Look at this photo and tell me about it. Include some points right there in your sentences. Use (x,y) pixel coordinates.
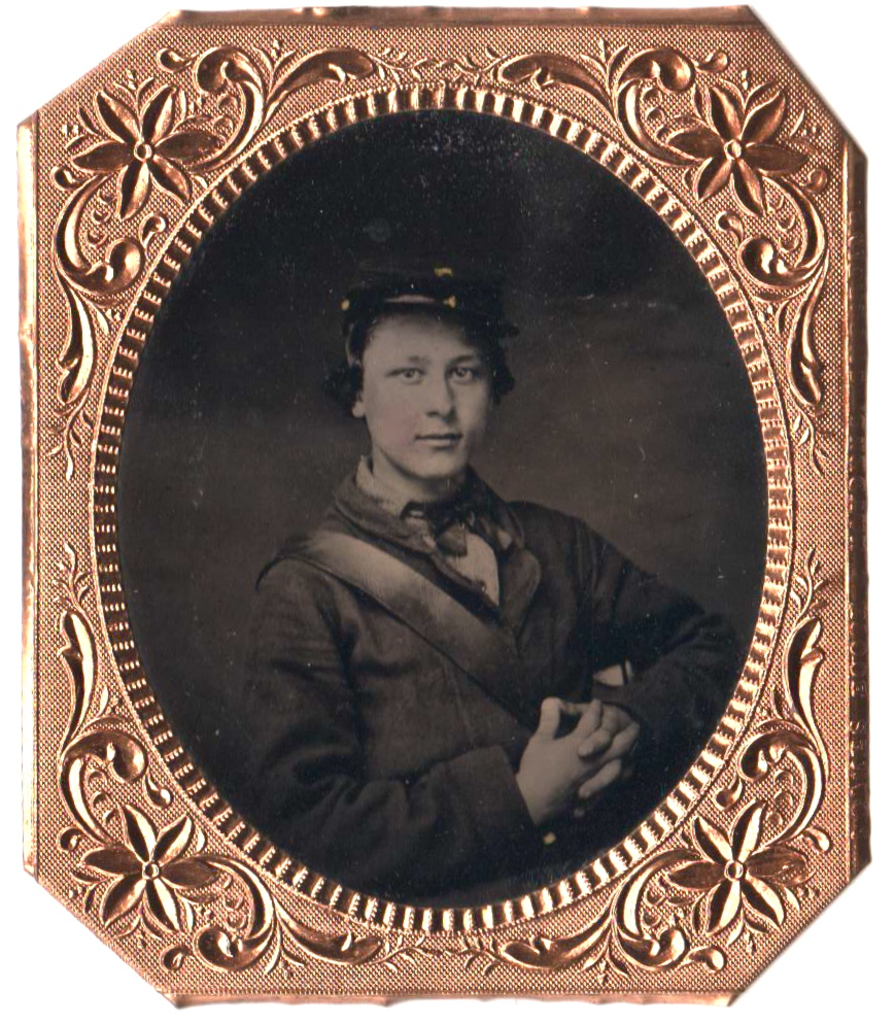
In this image there is a picture frame (263,973) having a person image (473,509). He is wearing a cap (429,311).
